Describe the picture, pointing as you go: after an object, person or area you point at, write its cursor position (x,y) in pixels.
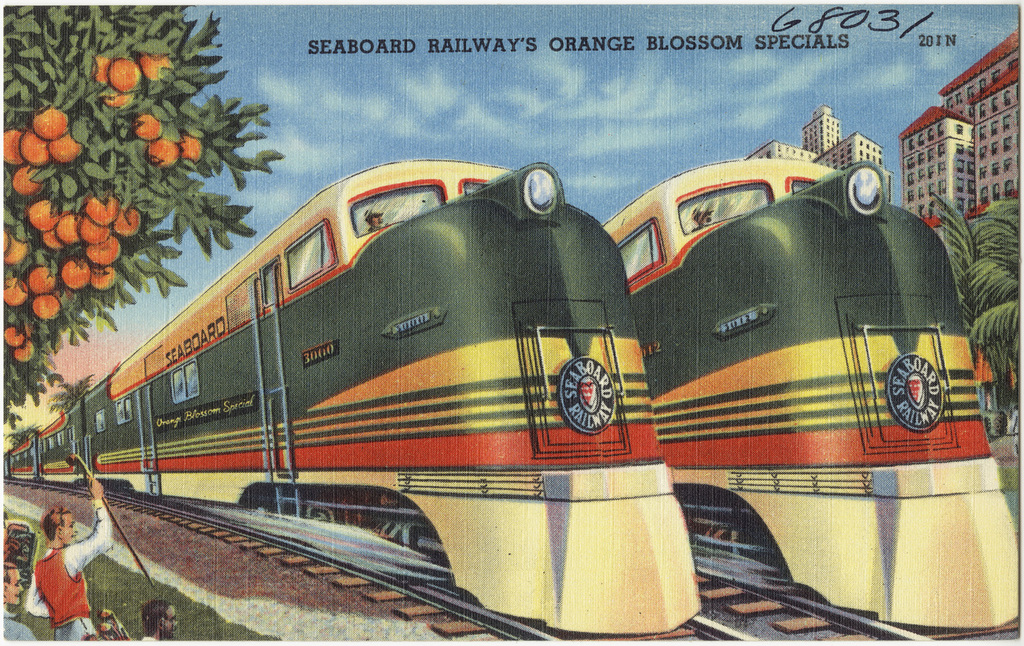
This is an image of the painting (516,298) on which we can see there is a tree (98,69) under that there are some people (155,624) standing on the other side there is a building (997,193) and tree (970,272). Also there is some text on the top of image (647,35).
